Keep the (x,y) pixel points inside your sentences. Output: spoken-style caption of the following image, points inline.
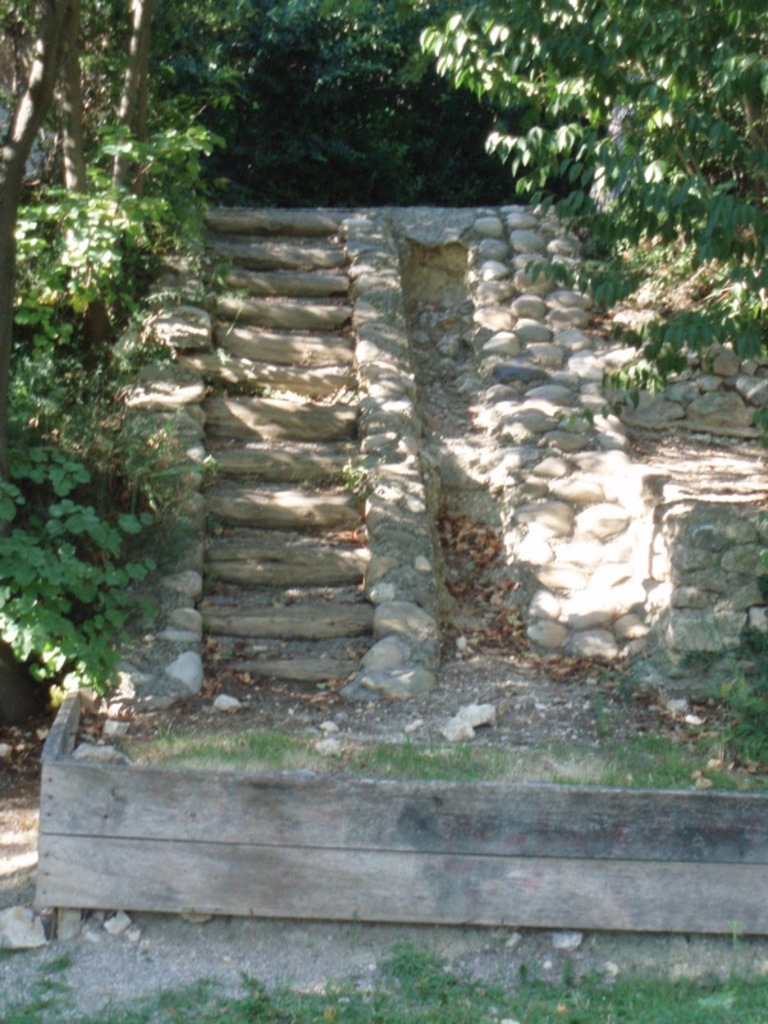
In the center of the image (285,631) we can see stairs (253,656). On the right (591,563) there are stones (568,477). In the background (530,202) there are trees (348,125).
